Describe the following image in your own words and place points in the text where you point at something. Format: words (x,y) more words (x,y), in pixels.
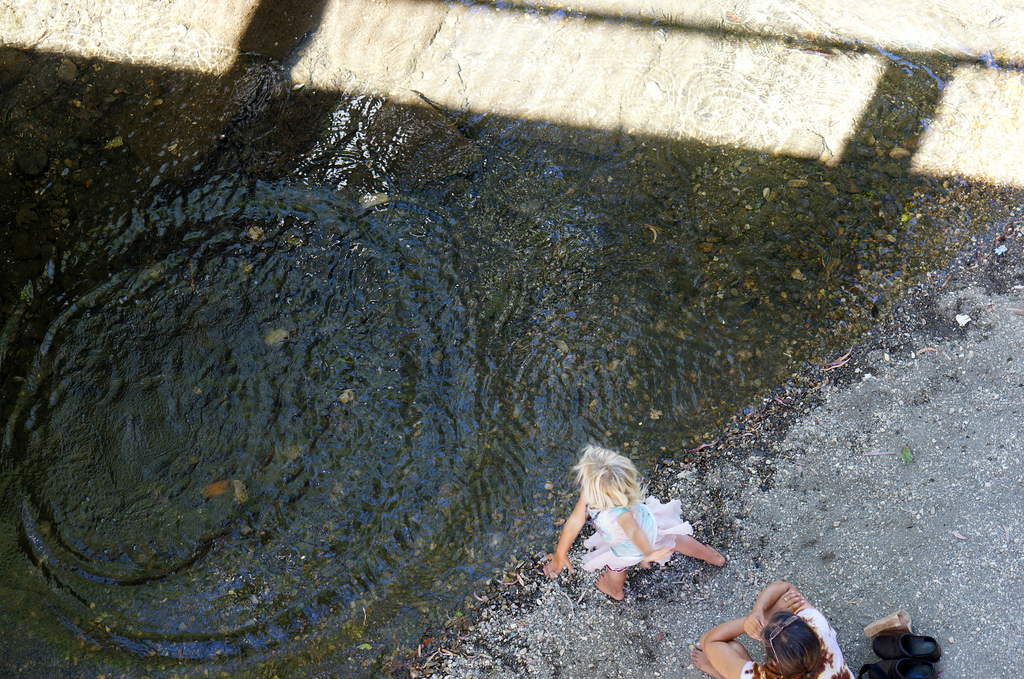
In this picture there are two persons (756,623) on the sand (665,604) and there is a pair of footwear (903,654) behind them and there is water (435,283) in front of them.
